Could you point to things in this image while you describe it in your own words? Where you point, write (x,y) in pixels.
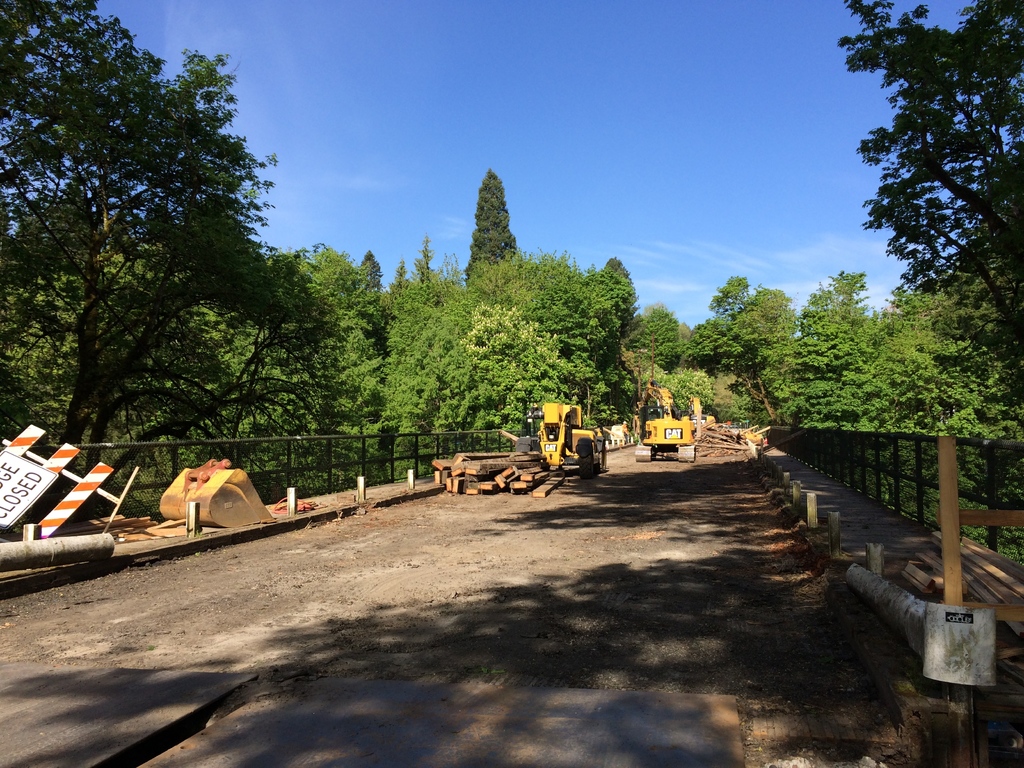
There is a road (528,653), on which there are two vehicles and woods (722,435). On both sides of this road (637,603), there is a fence (1003,485). In the background (962,283), there are trees (904,306) and there are clouds (845,258) in the blue sky (418,163).
